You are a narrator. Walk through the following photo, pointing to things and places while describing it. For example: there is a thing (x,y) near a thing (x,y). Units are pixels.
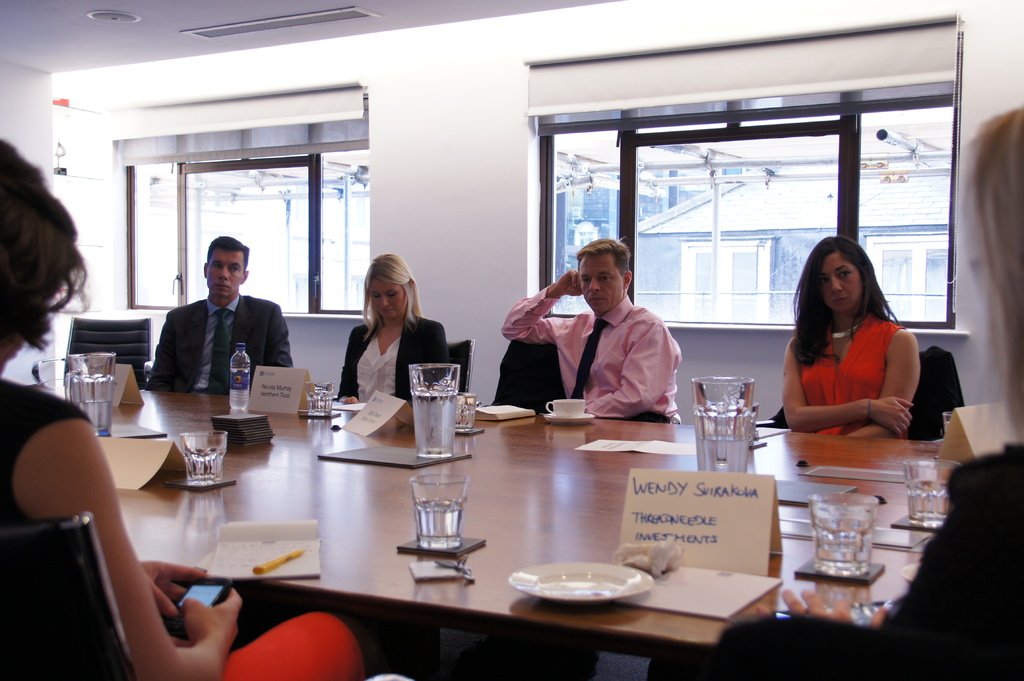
In the middle of the image (435,345) few people (973,591) are sitting on a chairs (42,563) surrounding the table (506,429). On the table (691,461) there are some papers (113,443) and glasses (110,427) and bottles (246,377) and cups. Behind them there is a wall (424,99) and there are two glass windows (182,186). Through the glass windows (568,162) we can see some buildings (818,185). Top left side of the image (321,29) there is a roof (550,0).
